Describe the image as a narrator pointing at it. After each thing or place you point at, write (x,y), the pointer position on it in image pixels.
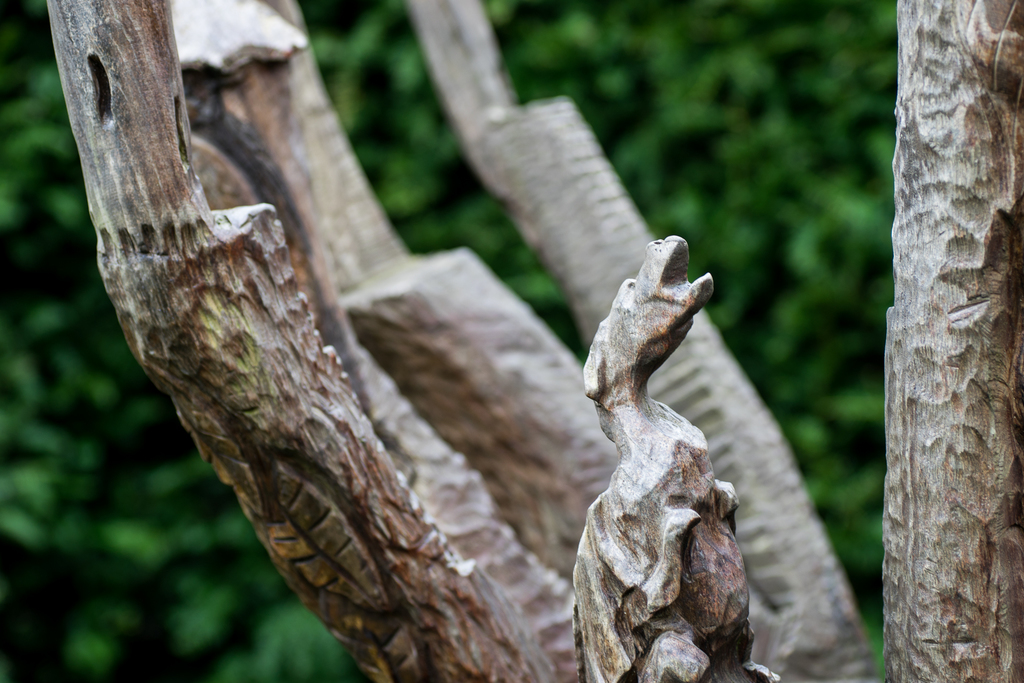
In this picture we can see a statue (582,644) and branches (565,590). In the background of the image (864,84) it is green.
